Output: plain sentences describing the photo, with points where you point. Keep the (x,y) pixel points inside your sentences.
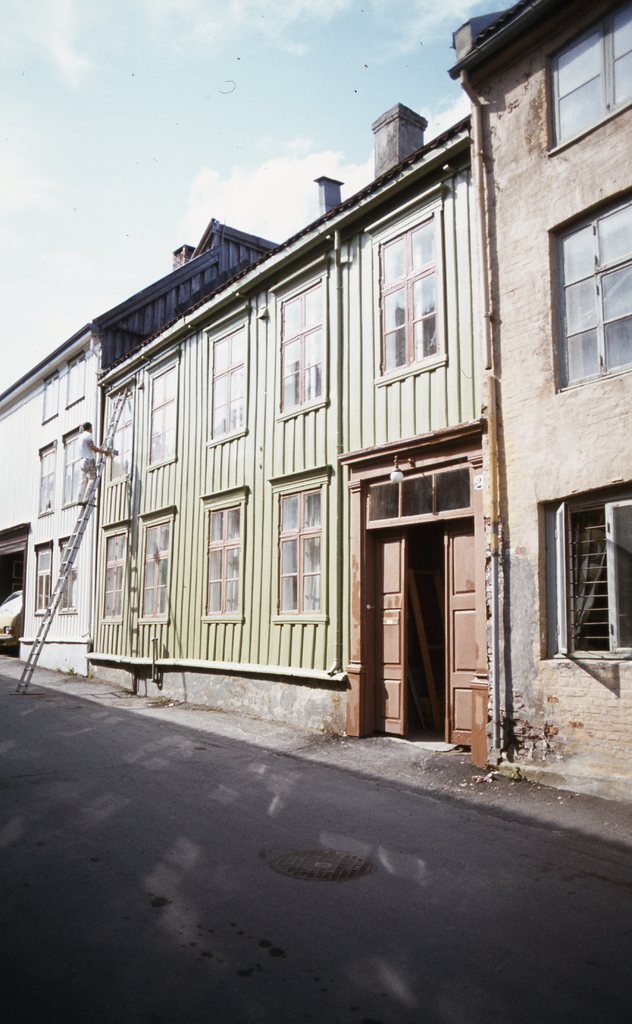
In this image, there are a few buildings (321,383) with windows (321,361). We can see the ground (14,671) and the sky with clouds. We can see a person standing on the ladder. We can also see an object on the left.
